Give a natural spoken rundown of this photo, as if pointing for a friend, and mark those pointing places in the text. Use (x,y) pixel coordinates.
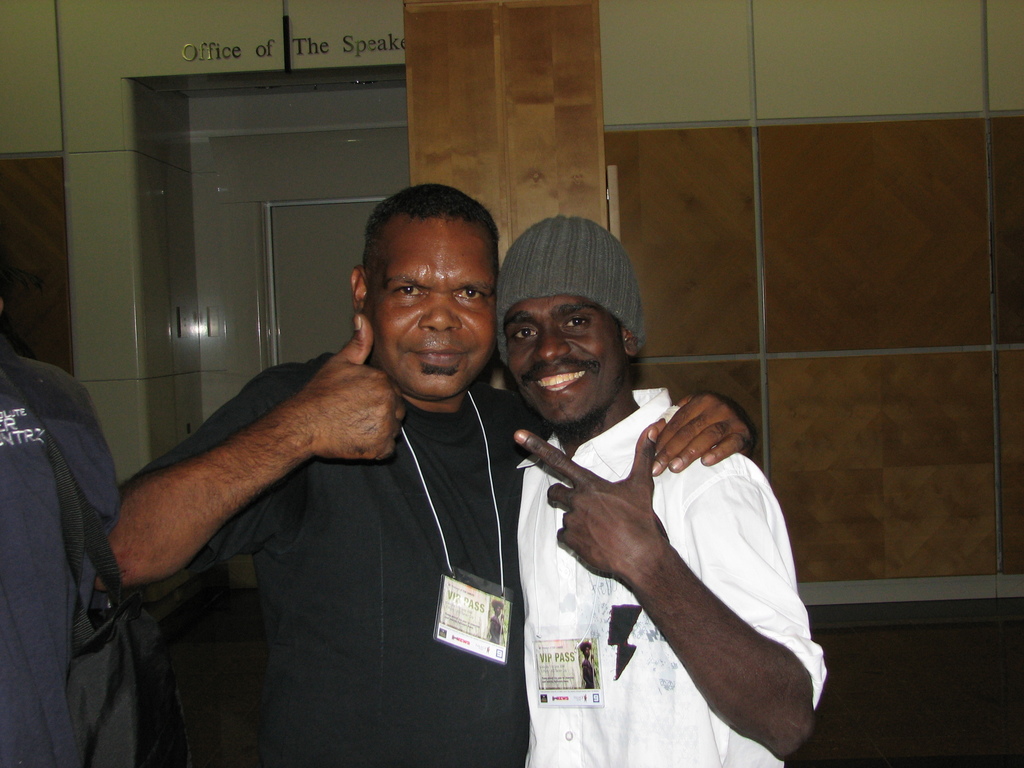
In this image we can see two persons (513,444) wearing the identity cards (471,625) and standing. In the background (483,62) we can see the door (340,303), wall (334,151), floor (897,728) and also the text (258,57) on the wall (161,48). On the left (84,553) we can see a person (47,416) wearing the bag (74,656).
